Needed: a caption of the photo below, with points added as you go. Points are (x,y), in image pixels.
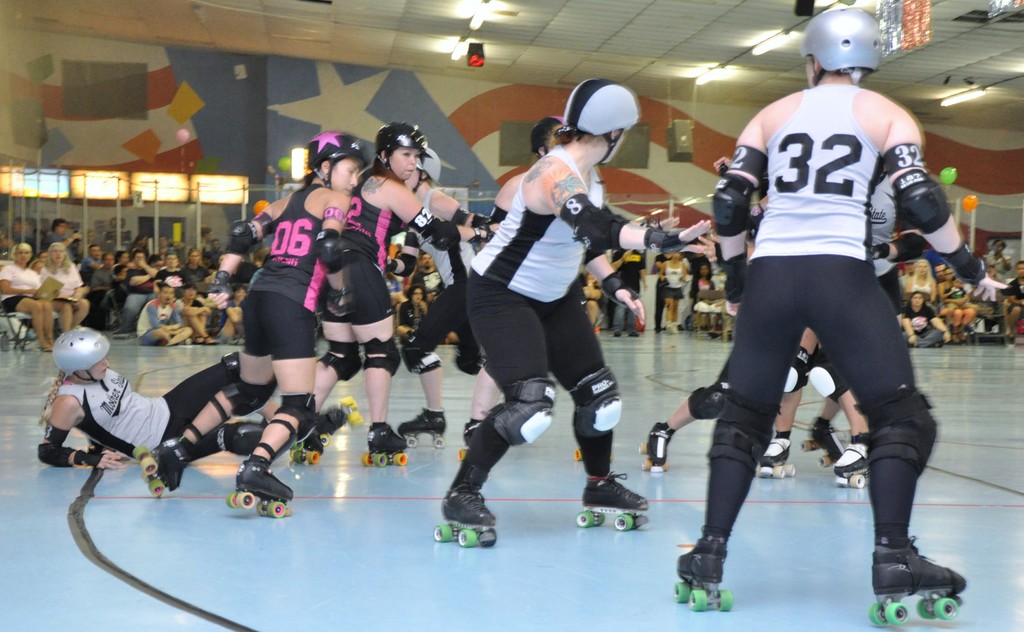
In this image I can see the group of people (445,330) with skate wheels (356,420), jerseys (560,236) and helmets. In the background (229,310) I can see the many people (173,336) with different color dresses (102,279). I can also see the balloons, fence (156,213) and the wall (958,198). I can see there are lights (453,52) at the top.
